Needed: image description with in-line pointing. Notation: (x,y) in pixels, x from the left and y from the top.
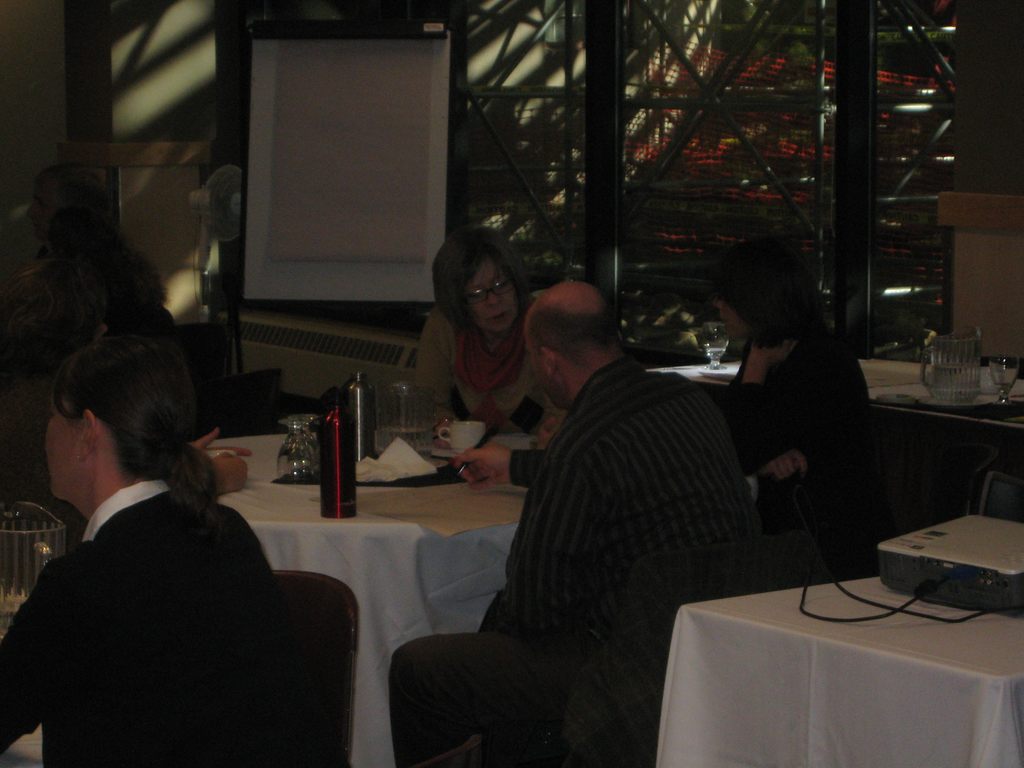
In this image, There are some people (615,432) sitting on the chair (643,554). There is a table (449,531) in front of these persons (714,299) covering with cloth (410,524). This table (304,515) contains bottles (337,439), glass (307,435) and cup (463,444). This person (518,315) wearing spectacles (478,291) and there is a screen (360,141) behind this person (479,246). There is a table (793,638) behind this person (654,416) contains projector (957,545) and there is another table (888,363) behind this person (843,396) contains jar (962,351) and glass (1002,378). There is a fan (217,208) behind this screen (259,194).
